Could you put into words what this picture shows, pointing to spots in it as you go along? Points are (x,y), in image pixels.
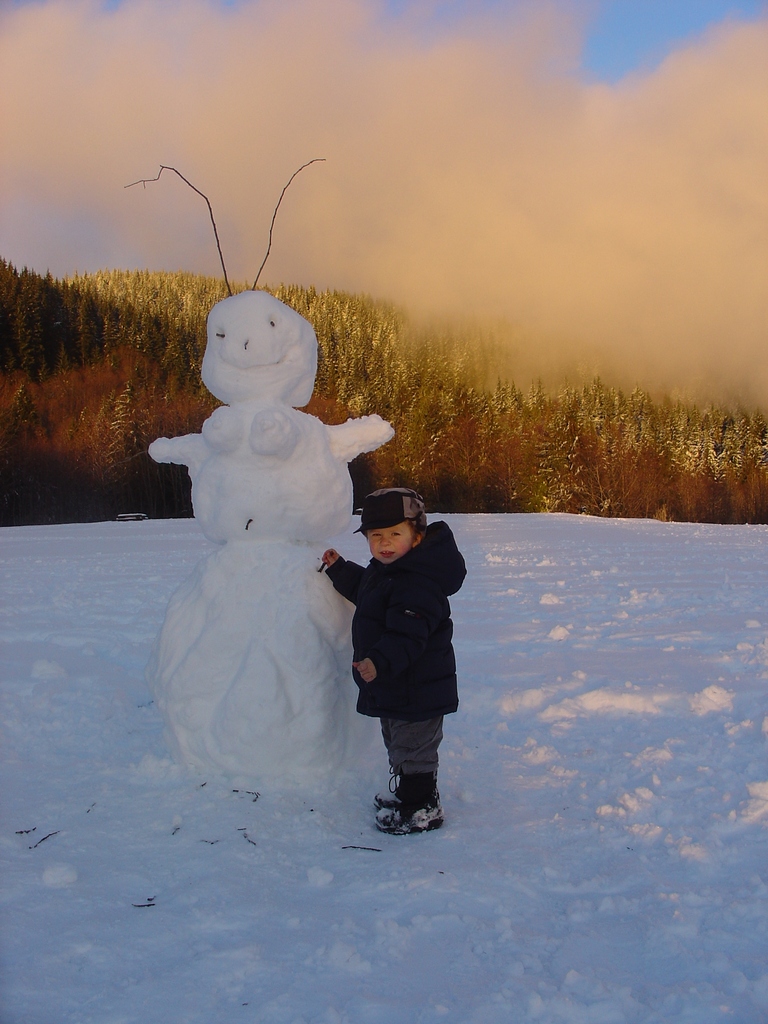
In this image we can see a boy (373,648), beside to him there is a snowman (319,611), there are trees (193,414), also we can see the sky (432,263), and the snow (475,591).
